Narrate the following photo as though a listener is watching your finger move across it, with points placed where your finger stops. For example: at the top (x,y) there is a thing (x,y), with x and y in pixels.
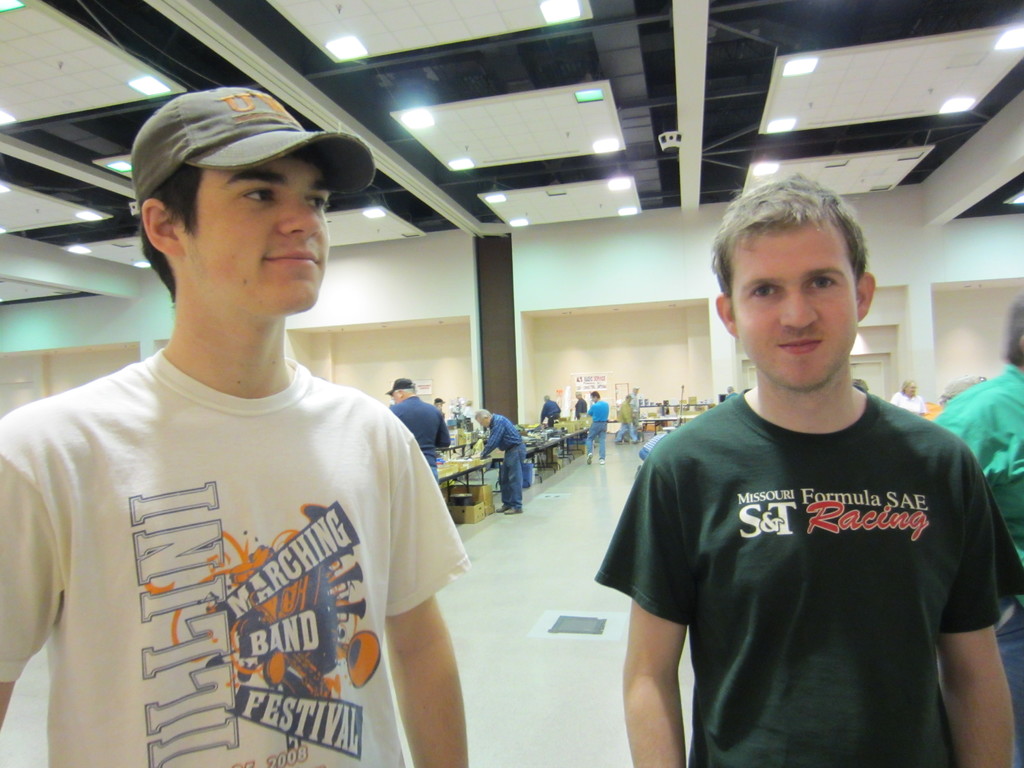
In this image we can see group of people (378,464) standing on floor (472,594). One person (313,533) is wearing white t shirt (267,561) and cap (249,135). In the background (471,485), we can see group of tables (547,440) and boxes (490,508) placed on the ground (542,593) and some lights (760,171).
